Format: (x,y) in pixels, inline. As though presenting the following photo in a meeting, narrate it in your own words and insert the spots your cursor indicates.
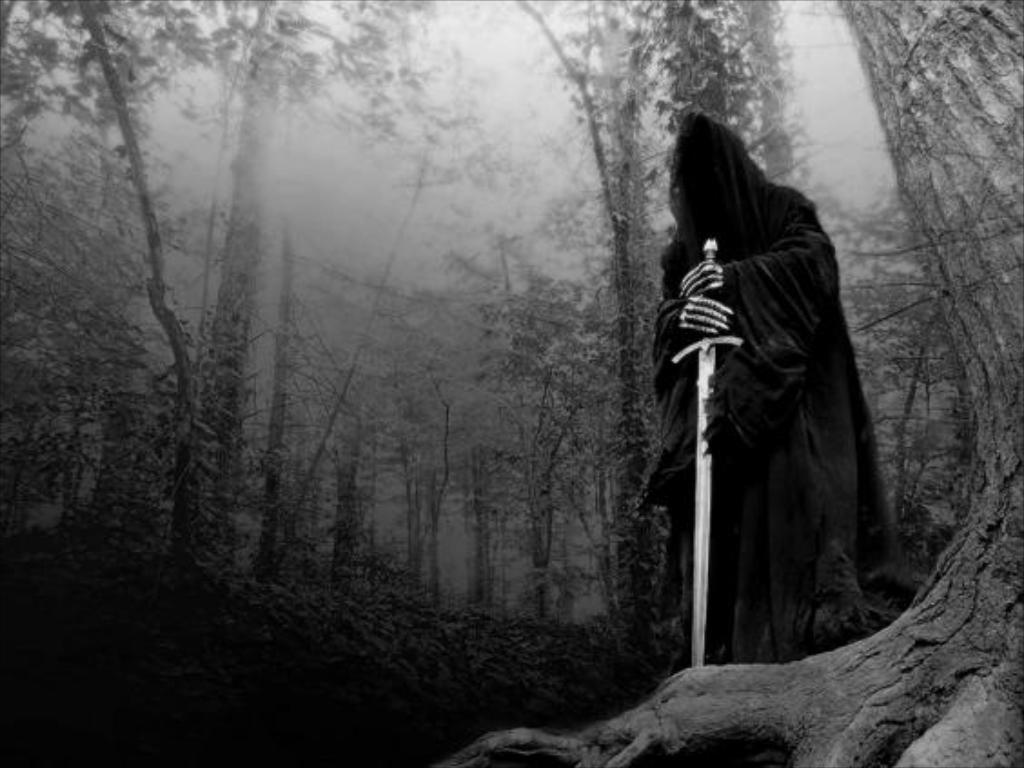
This is a black and white picture, in this image we can see a person (760,225) standing and holding a sword (711,245), there are some trees (641,538) and the fog (388,488).
